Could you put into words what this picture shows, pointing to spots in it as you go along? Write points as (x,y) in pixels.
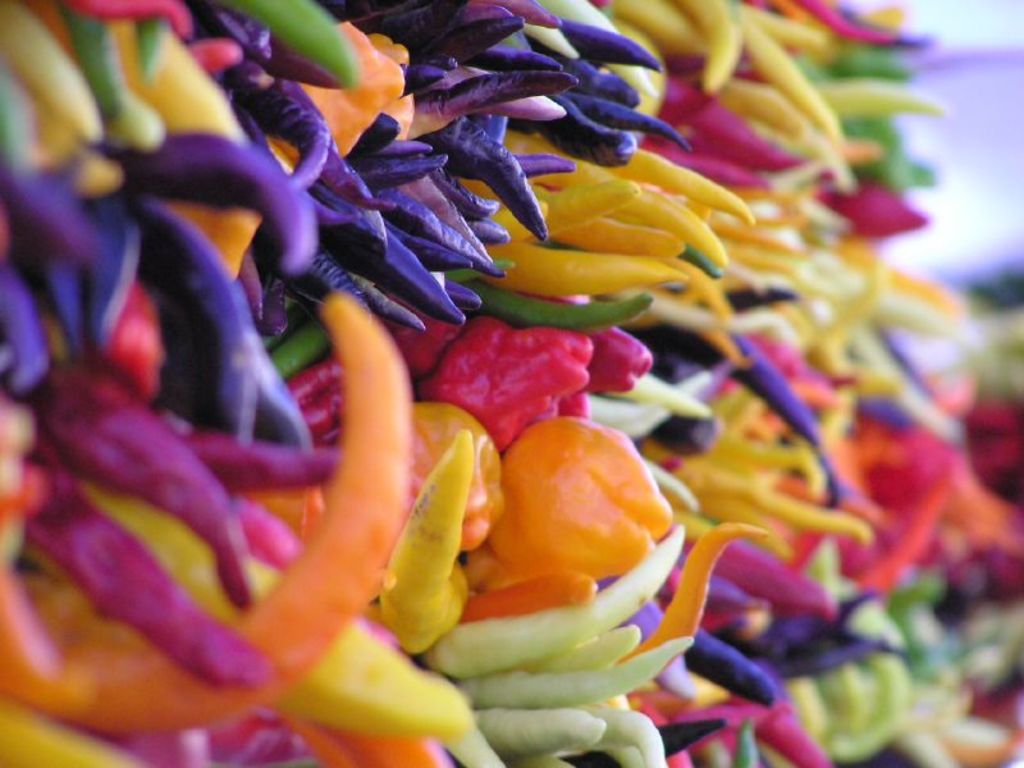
Here we can see different colors of chilies (365,438).
